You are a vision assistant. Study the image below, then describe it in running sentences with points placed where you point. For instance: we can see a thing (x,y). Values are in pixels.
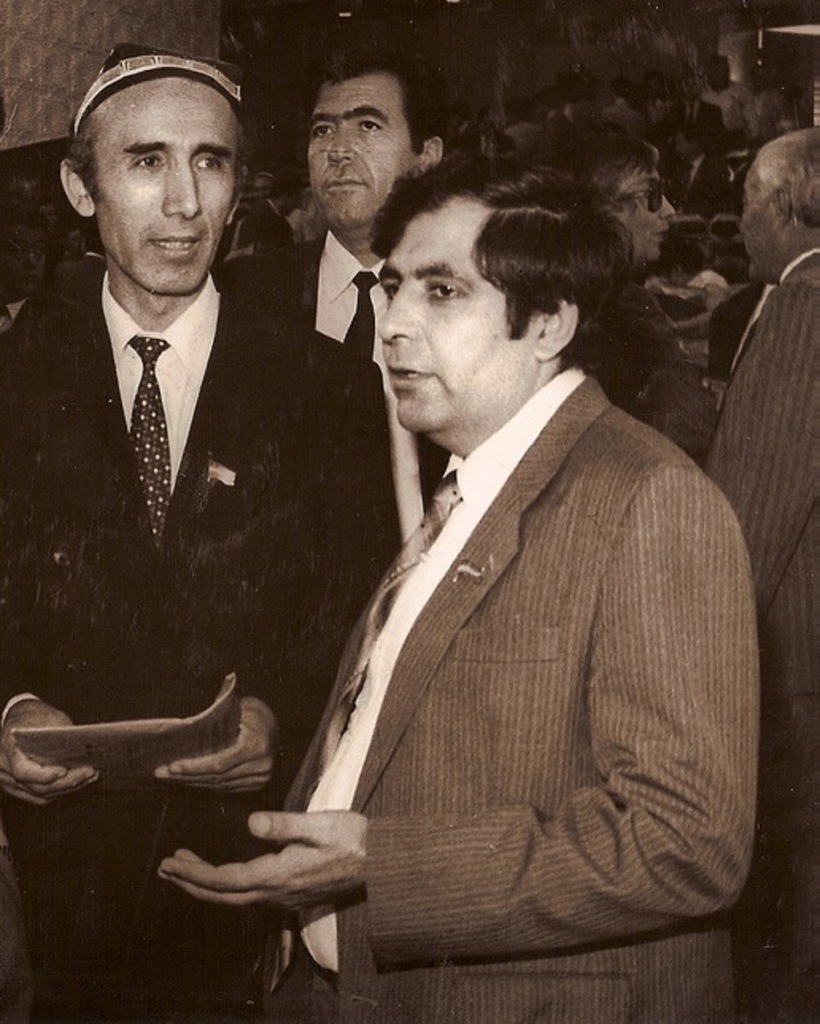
In this image in the foreground (350,430) there are some people (415,659) who are talking, and one person (253,746) is holding something. And in the background (742,83) there are group of people (808,201) and some objects (69,93).
